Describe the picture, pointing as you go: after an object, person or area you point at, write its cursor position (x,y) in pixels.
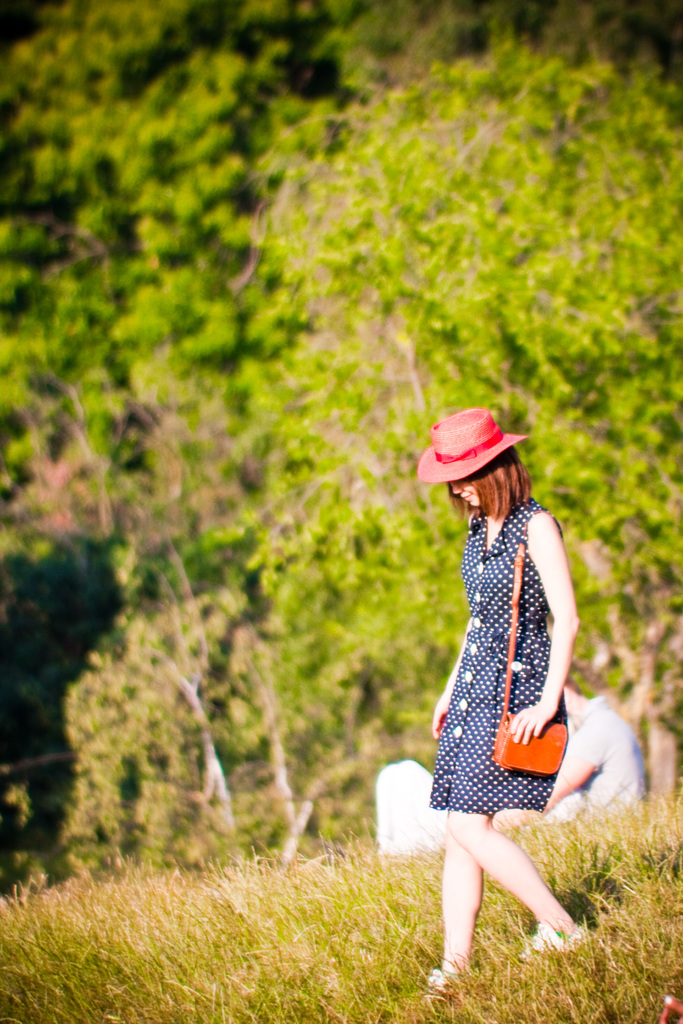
Here we can see a woman (467,937) wearing a hat (474,430) and a handbag (509,749) walking through grass (382,933) and behind her we can see trees (284,316).
